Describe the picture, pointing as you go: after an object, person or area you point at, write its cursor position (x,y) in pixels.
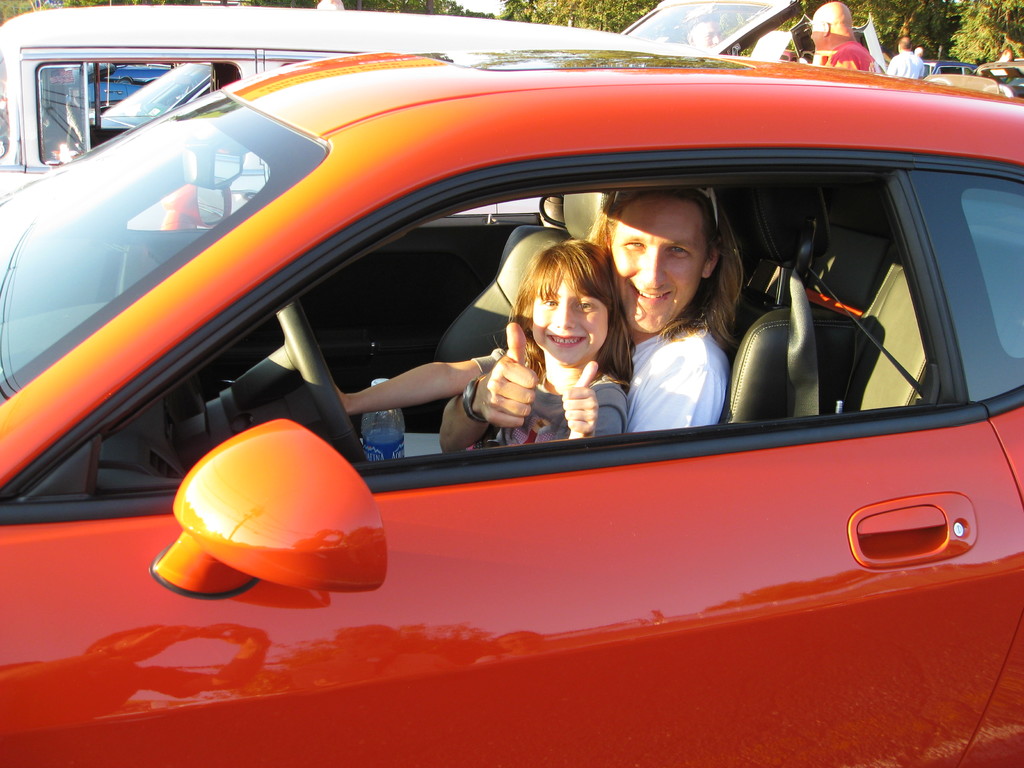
In this image there is a car (948,505) in which two persons (721,302) are sitting and having a bottle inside the car (345,471). At the top (14,64) there is another vehicle (468,44) of another colour. There are few persons (828,5) at the back of this car (914,127). At the top right (984,11) there are few trees (977,22) at the background (536,23).
